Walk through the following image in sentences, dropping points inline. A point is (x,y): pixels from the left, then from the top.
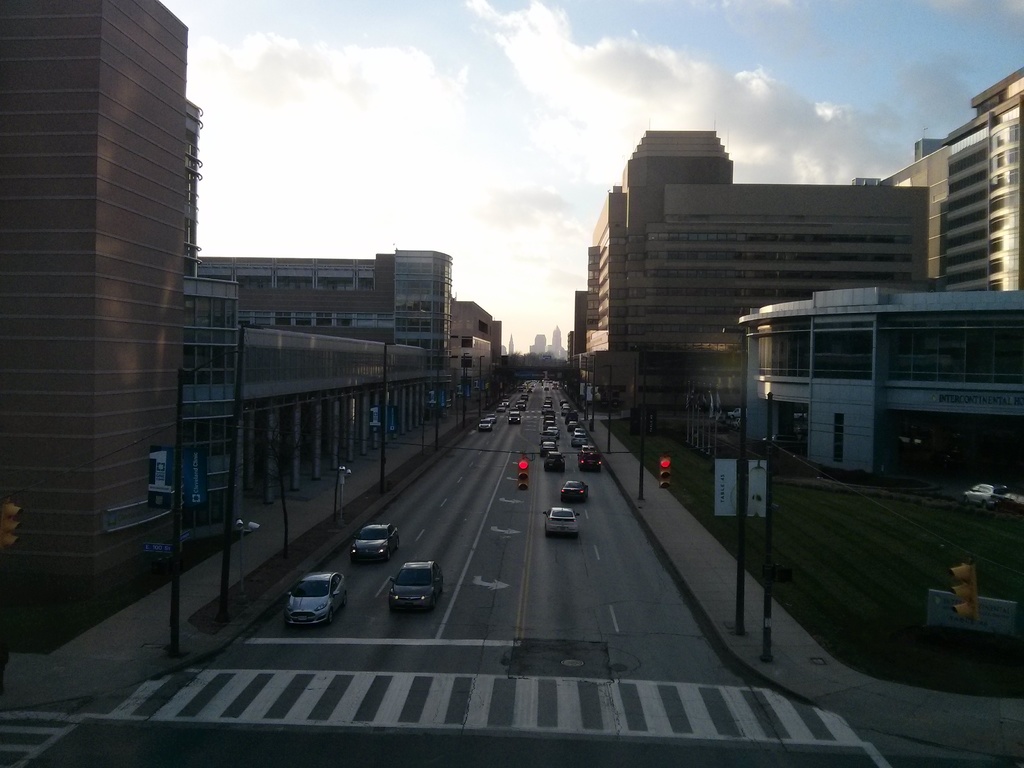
In this image we can see vehicles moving on the road (563,502), traffic signals (6,510), poles (175,566), boards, buildings (482,345) on the either side and the sky (528,332) with clouds (555,154) in the background (457,258).
